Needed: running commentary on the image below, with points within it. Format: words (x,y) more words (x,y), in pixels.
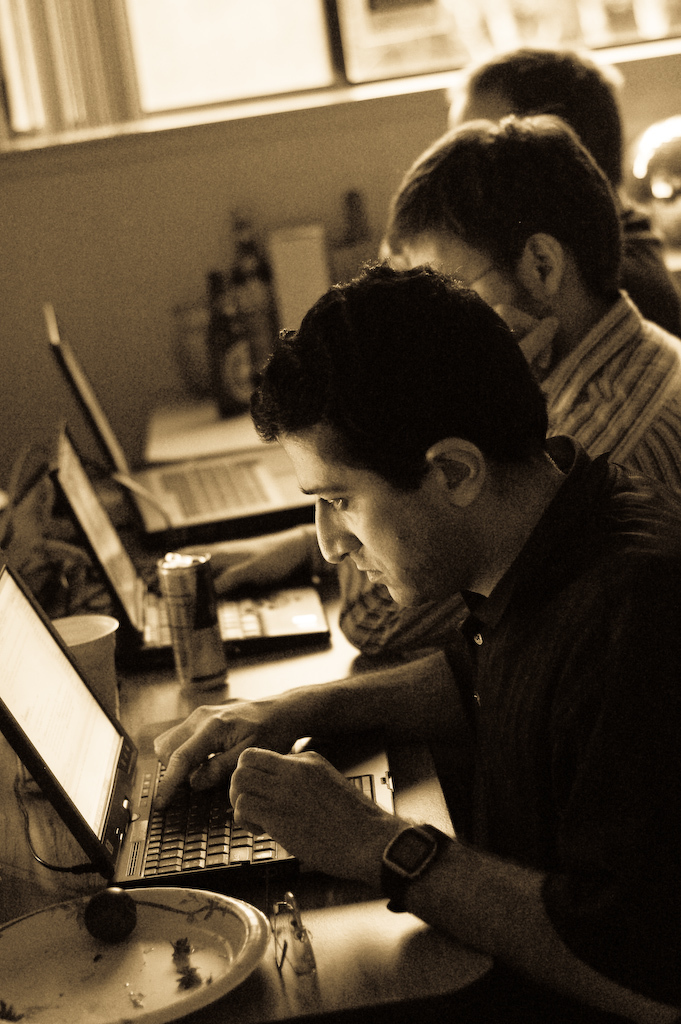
In this picture we can see three people (561,579), in front of them we can see a platform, on the platform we can see laptops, bottles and some objects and in the background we can see some objects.
